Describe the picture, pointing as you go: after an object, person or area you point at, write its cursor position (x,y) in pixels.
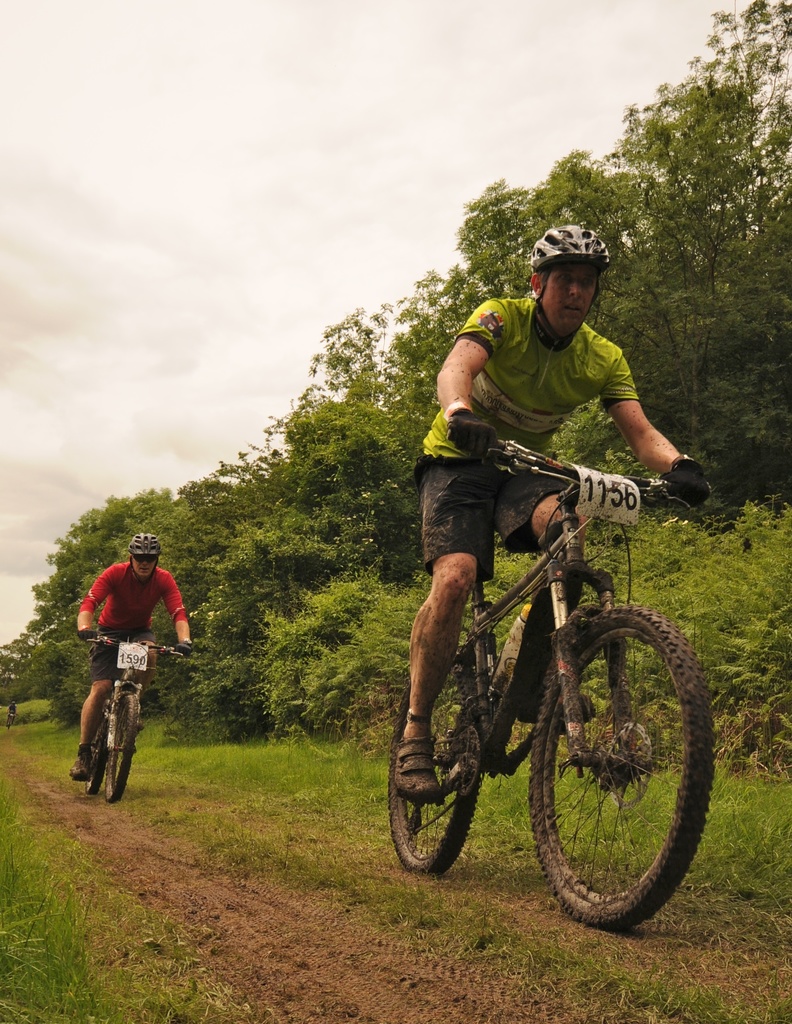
In this picture we can see two persons (487,464) riding bicycle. They wore helmets (144,544) and front person (494,354) wore green color T-Shirt (500,412) and back person (160,589) red color T-Shirt (156,590) and they are on the path (153,895) and the background (187,579) we can see trees (659,204), sky (265,194) it is so cloudy.
